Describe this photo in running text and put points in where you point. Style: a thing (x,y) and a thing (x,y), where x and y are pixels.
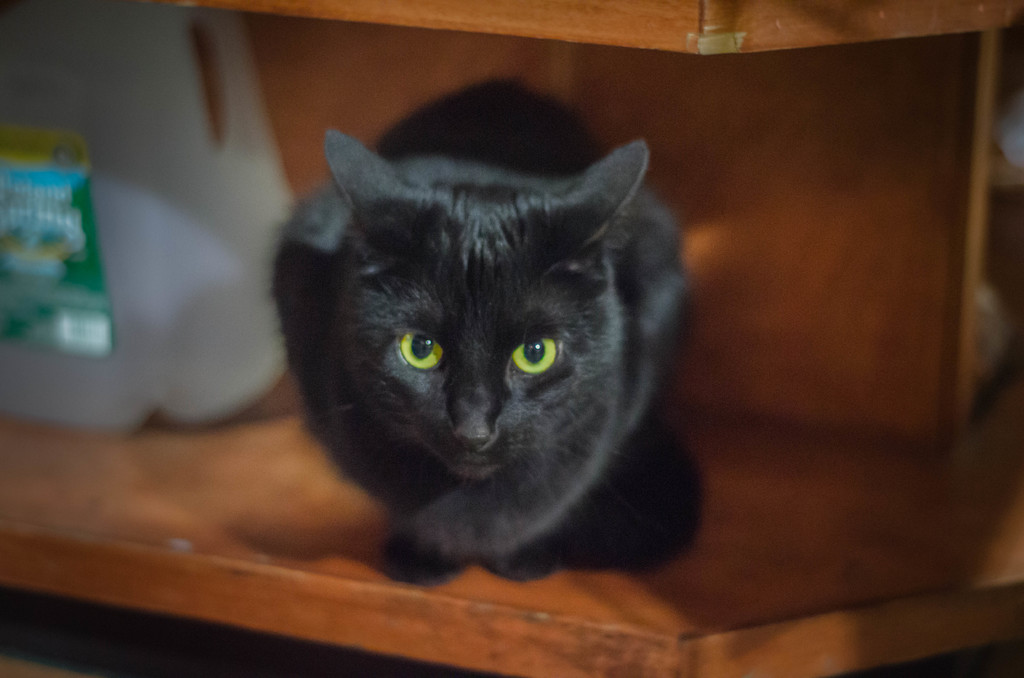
In this picture I can see a black color cat (471,273) in front (547,478) and it is on the brown color surface (80,430) and I can see a white color thing (108,212) on the left side of this image (128,263) and I see that it is blurred.
